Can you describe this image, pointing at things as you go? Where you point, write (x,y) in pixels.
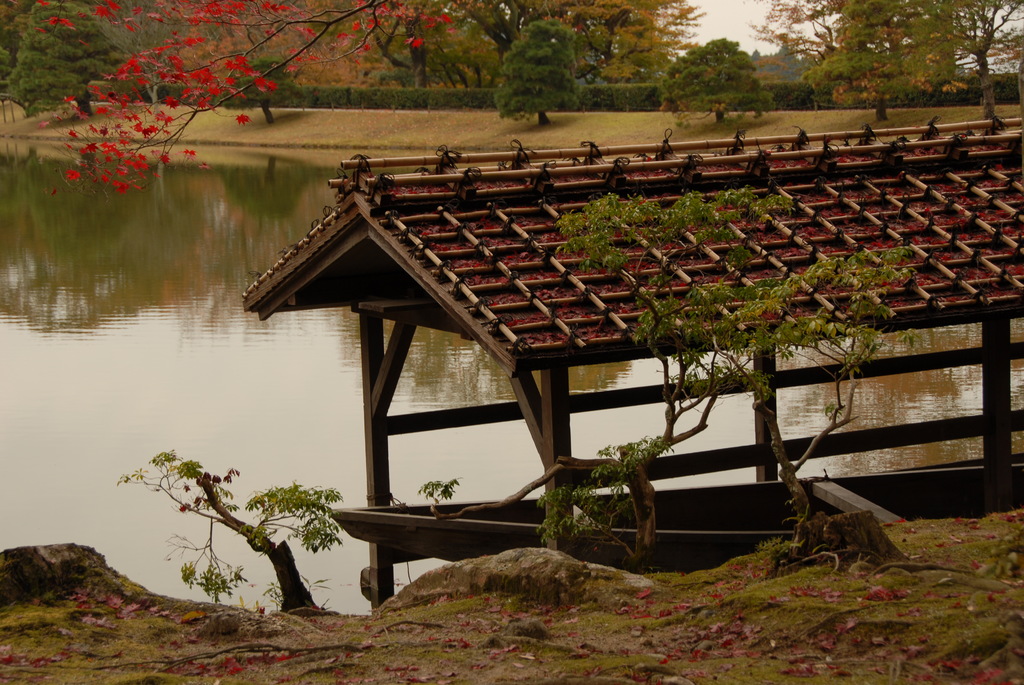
In this image I can see the hut (619,332). To the side of the hut (733,277) I can see the water (153,290). In the background (559,12) there are many trees (503,59) and I can see the red color leaves (248,59) to the trees (454,18). i can also see the sky (727,32) in the back (760,47).
